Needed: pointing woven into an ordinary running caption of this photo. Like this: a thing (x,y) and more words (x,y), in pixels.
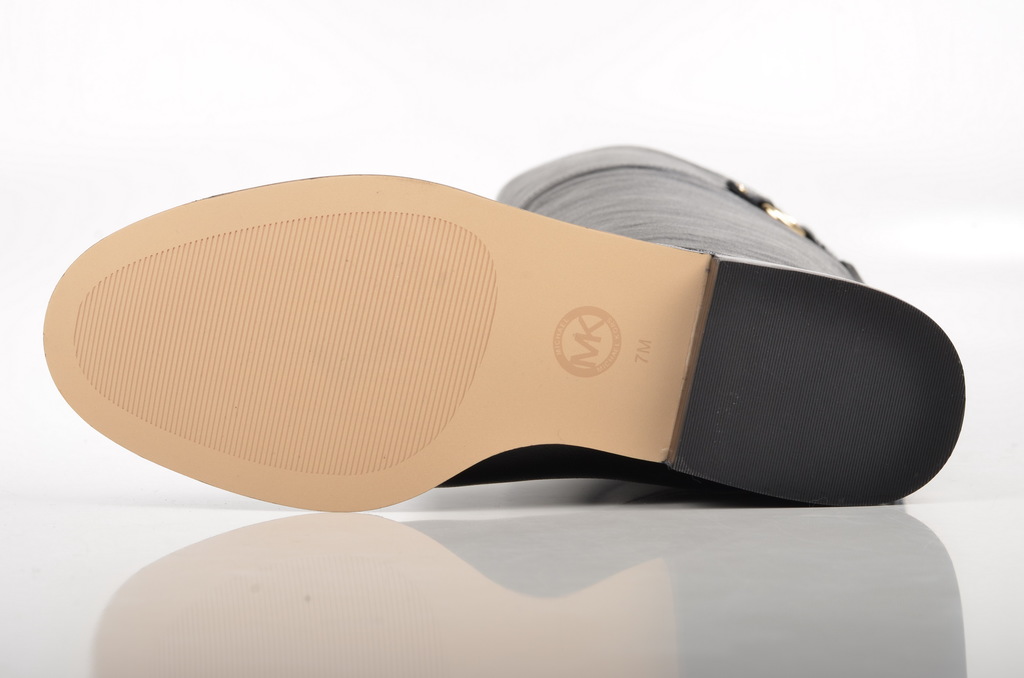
In this image I can see a sole (329,358) of a shoe (453,318). There is a white background (969,242).
